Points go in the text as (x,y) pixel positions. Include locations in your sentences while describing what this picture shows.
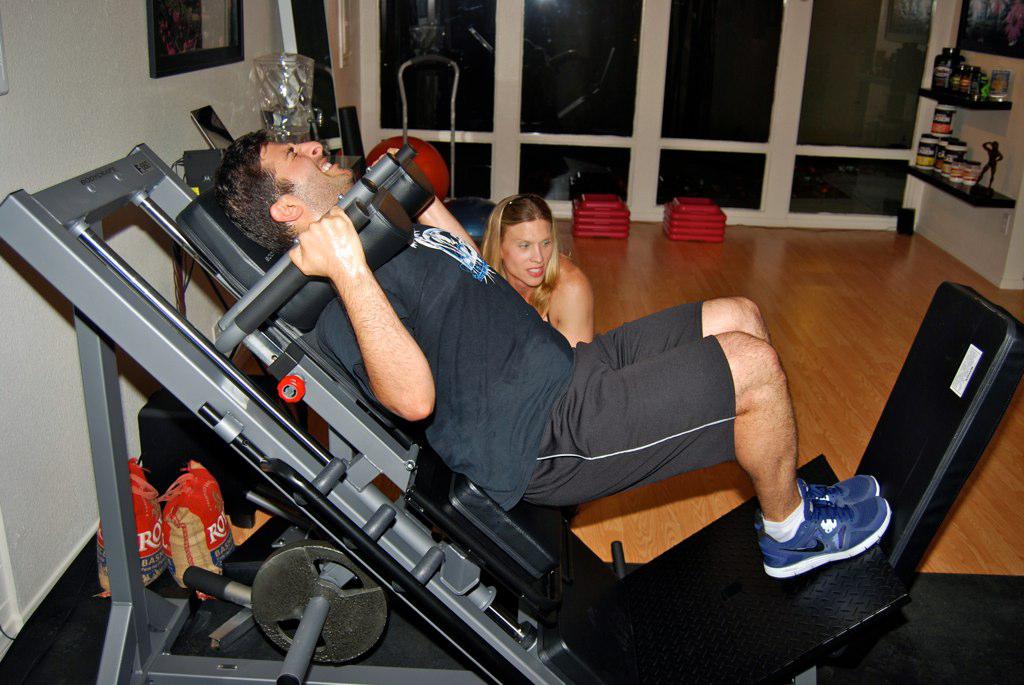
In this image in the foreground (539,354) there is one person (491,339) who is doing some exercise, and in the background (542,262) there is another woman (532,275). On the left side (140,513) there are two bags (205,509), and in the background (718,108) there is a window (769,47) and some objects (574,213). And on the left side (185,30) there are some photo frames (229,16) on the wall (99,109), and in the center (613,230) there are some objects (677,206). On the right side (921,150) there are some bottles (951,109) in a cupboard (950,102) and a photo frame (995,43), at the bottom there is floor (911,308).
